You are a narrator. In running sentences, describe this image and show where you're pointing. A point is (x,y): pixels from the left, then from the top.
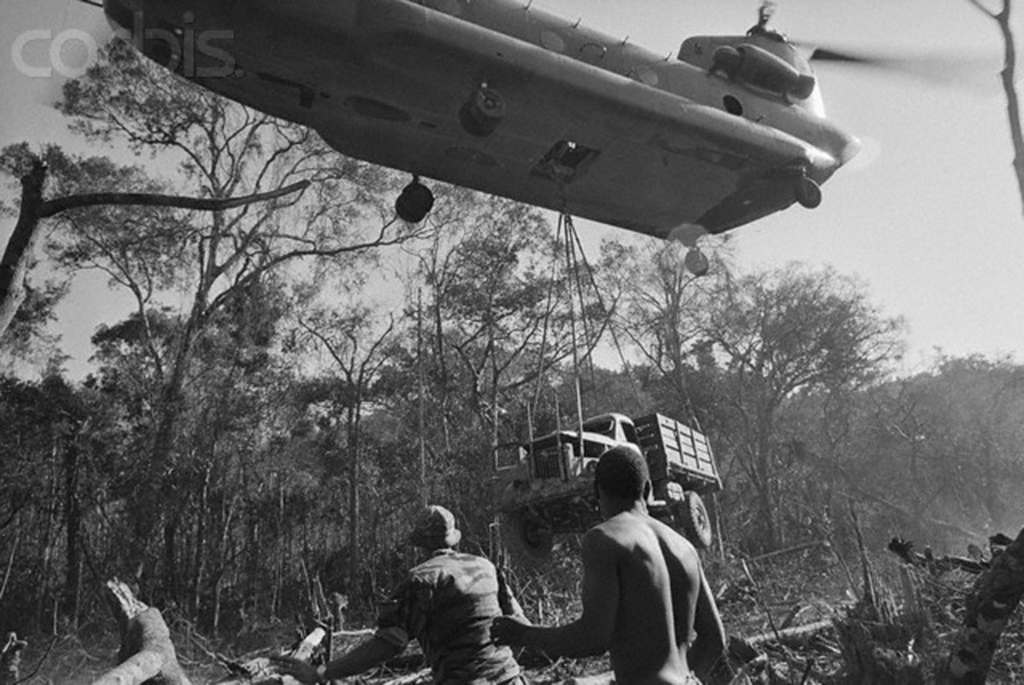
In this image I can see a vehicle (519,469) is attached to a helicopter (625,153) with ropes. Here I can see two men (615,460) are standing. In the background (322,289) I can see trees (294,392) and the sky (183,294). This picture is black and white in color.
